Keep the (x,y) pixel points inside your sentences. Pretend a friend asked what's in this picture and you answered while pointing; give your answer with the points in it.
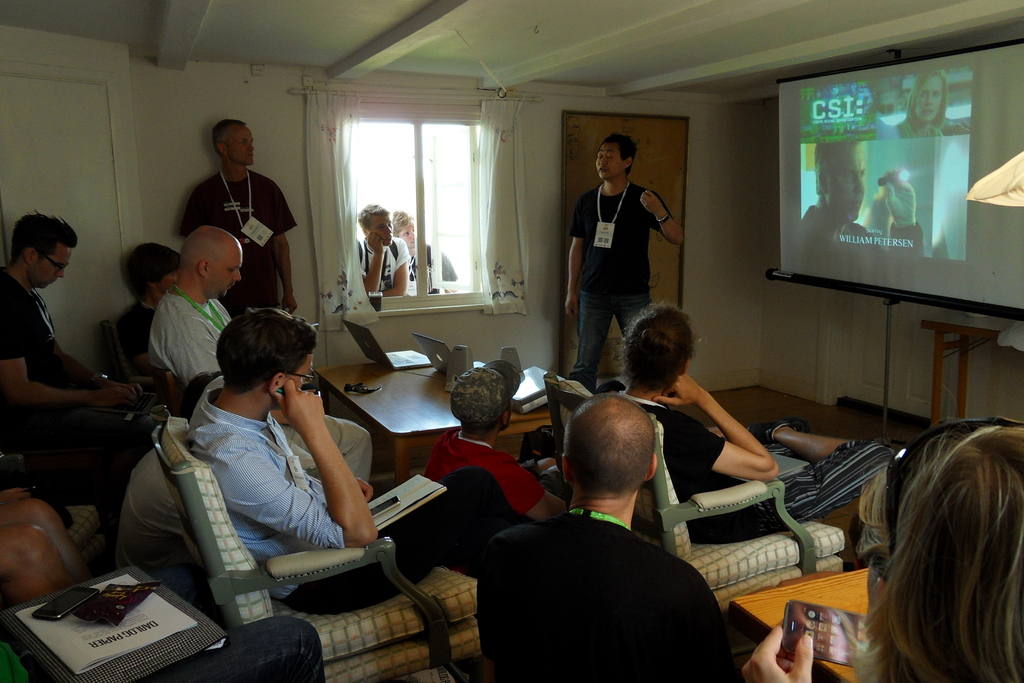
In this picture we can see some people (194,315) are sitting on chairs (317,570), books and mobiles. In front of them we can see some people (652,214) are standing, screen (824,169), walls (558,301), window (428,146) with curtains (500,139), some objects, table (334,388) with laptops (427,351) and speakers (509,355) on it.
